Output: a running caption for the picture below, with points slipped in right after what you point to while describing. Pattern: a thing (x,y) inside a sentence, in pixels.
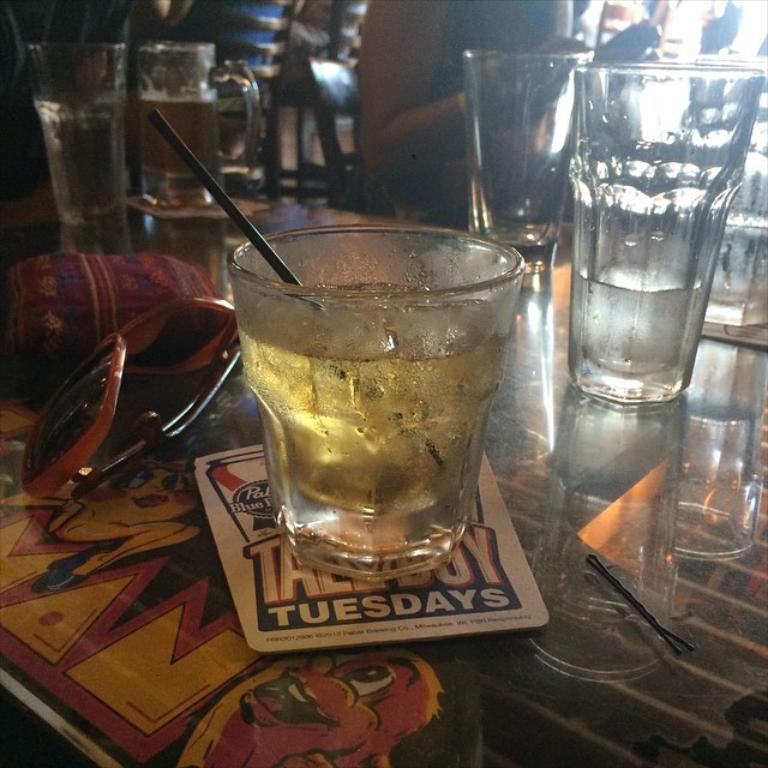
In this image there is a table (500,406) and we can see sunglasses (183,407), slide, glasses (407,494) and coasters (334,631) placed on the table (573,575). In the background (362,131) there are people (188,37).
